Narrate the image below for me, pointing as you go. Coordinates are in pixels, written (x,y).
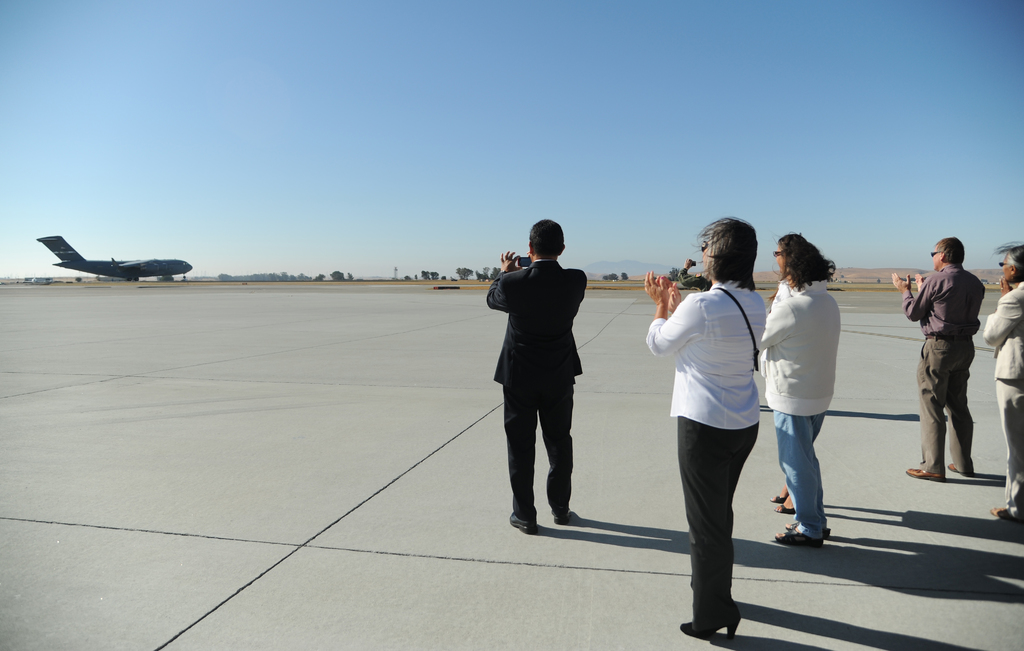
There are few people (729,371) standing in the right corner (767,341) where one among them is holding a camera (524,260) in his hand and there is a plane (131,265) in front of them and there are trees (442,278) in the background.
